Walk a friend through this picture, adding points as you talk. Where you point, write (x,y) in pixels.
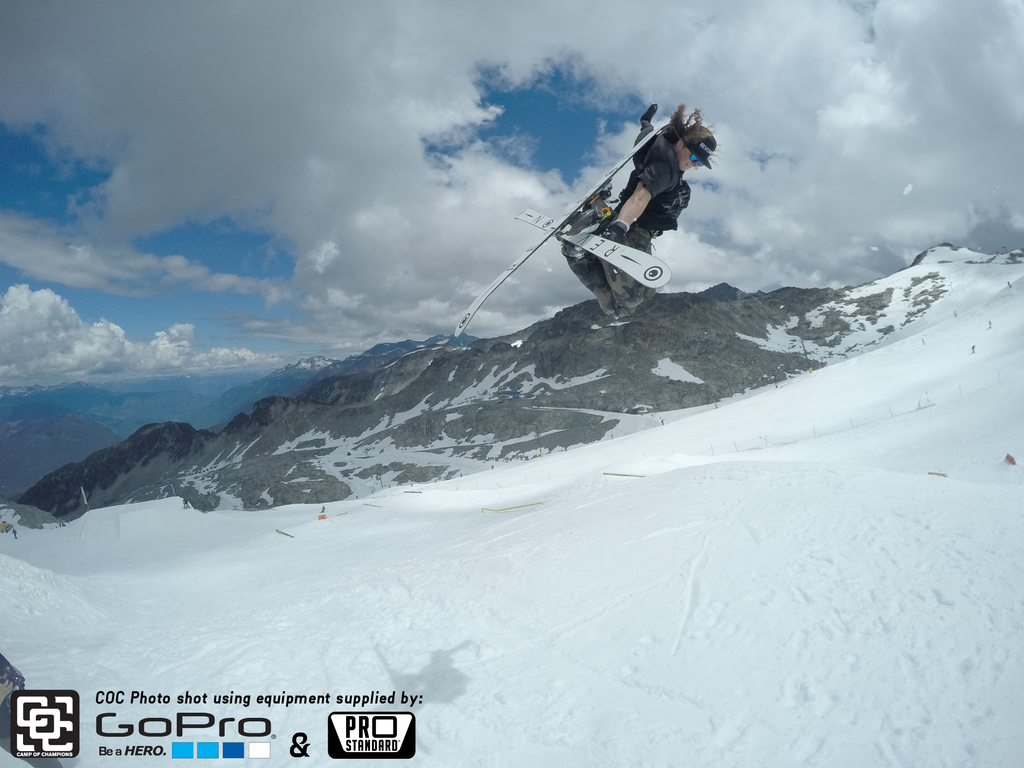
In this image, we can see a person (604,233) holding boards (575,210) and jumping and in the background (690,315), we can see mountains (537,388). At the bottom (479,665), there is snow (420,654) and we can see some text (344,710) and at the top (317,94), there are clouds (341,97) in the sky (317,94).
